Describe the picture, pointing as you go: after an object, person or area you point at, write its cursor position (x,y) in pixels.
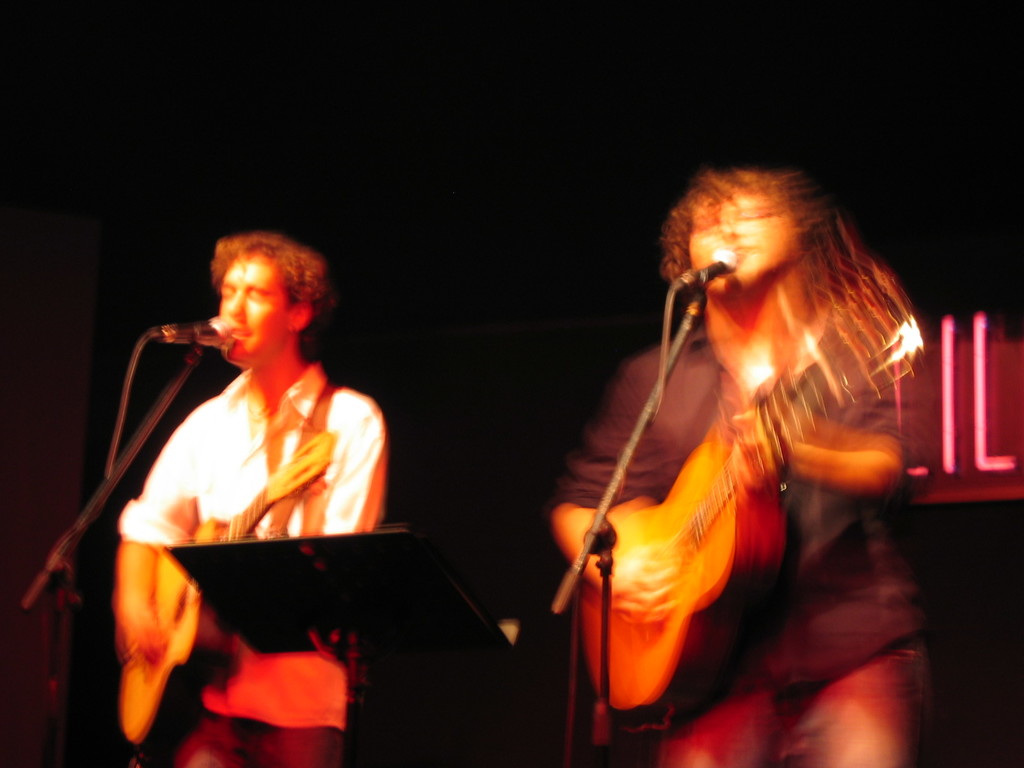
In this image, there are two persons (231,329) standing in front of the mike (219,339) and singing and playing guitar (697,579). In the left middle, a standing table (354,580) is there. The background (925,171) is dark in color. In the right side (951,429), lights (945,400) are visible. This image is taken on the stage (129,244) during night time.
